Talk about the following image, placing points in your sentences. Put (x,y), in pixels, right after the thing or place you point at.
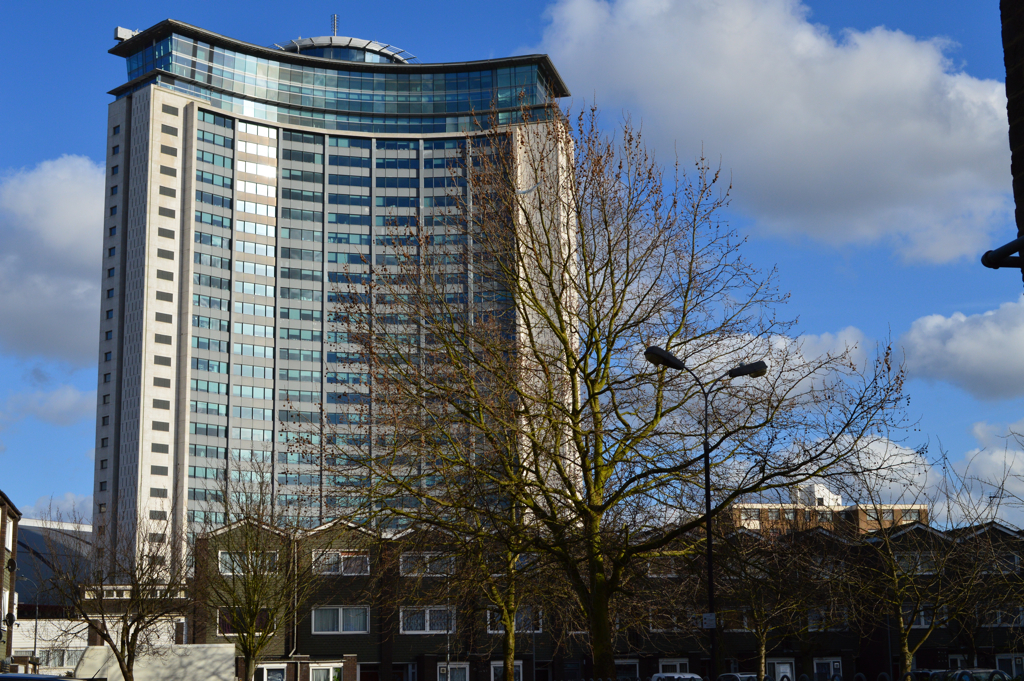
In this image in the front (534,375) there is dry tree (580,465). In the background (343,508) there are buildings (112,364) and there are trees (169,604) and the sky (690,149) is cloudy.
